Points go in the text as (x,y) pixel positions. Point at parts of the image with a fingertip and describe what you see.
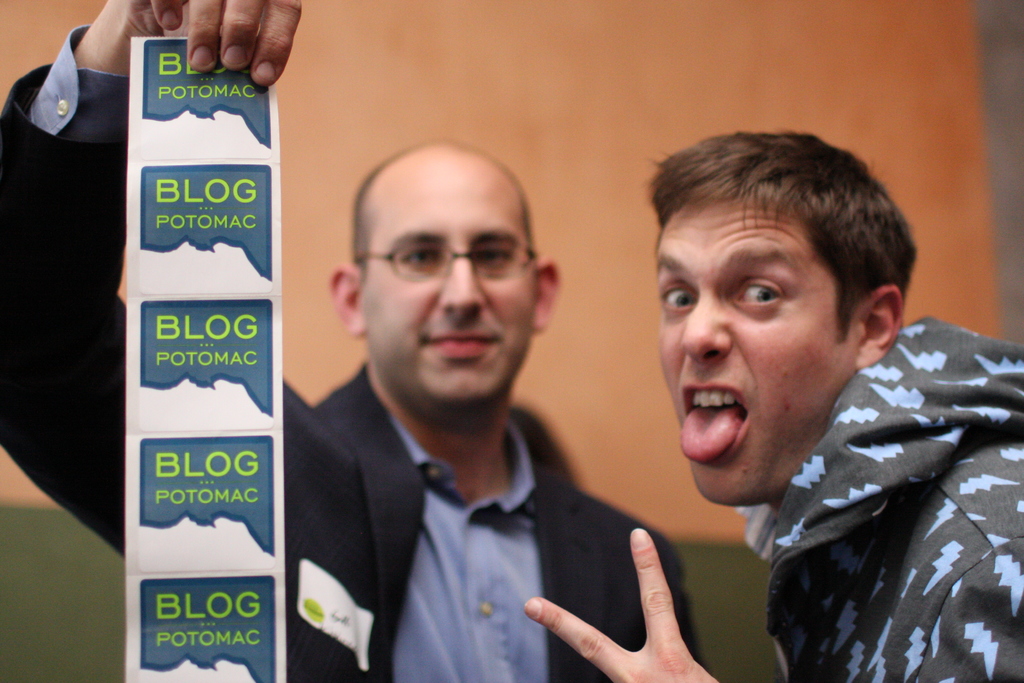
In this image there is a person (58,155) holding the paper (184,205). Beside him there is another person (764,472). Behind them there is a wall (570,31).
